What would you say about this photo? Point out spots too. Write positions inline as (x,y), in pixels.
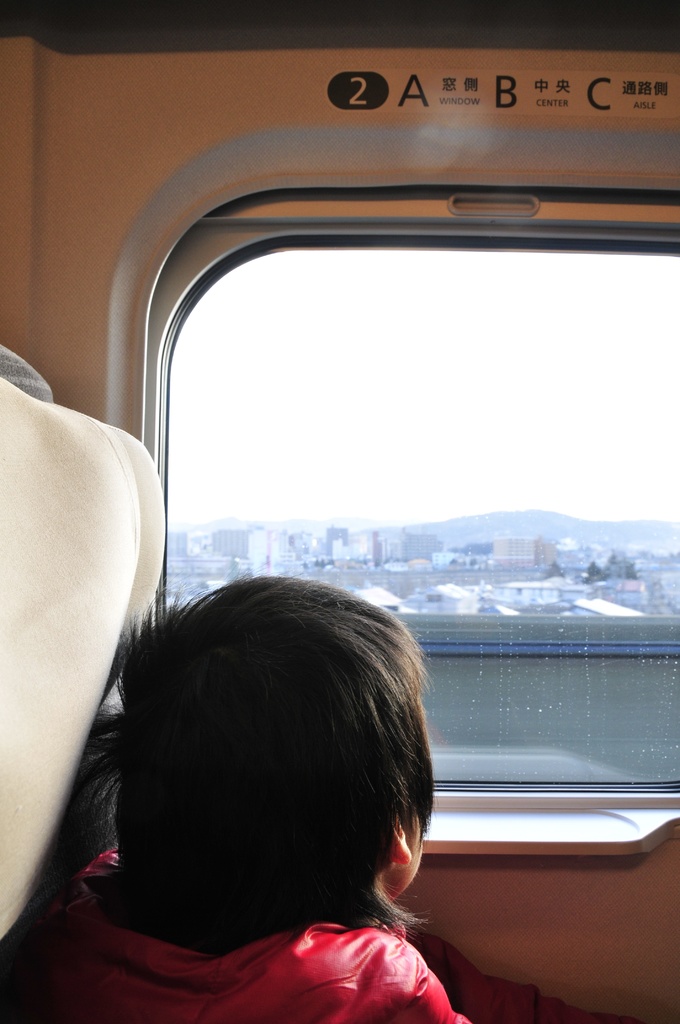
In the foreground of this image (263,848), there is a kid (256,881) sitting on the seat (54,705) and looking through the glass window (593,638). Through the glass (505,559), we can see the city (572,559) and the sky (427,393).
